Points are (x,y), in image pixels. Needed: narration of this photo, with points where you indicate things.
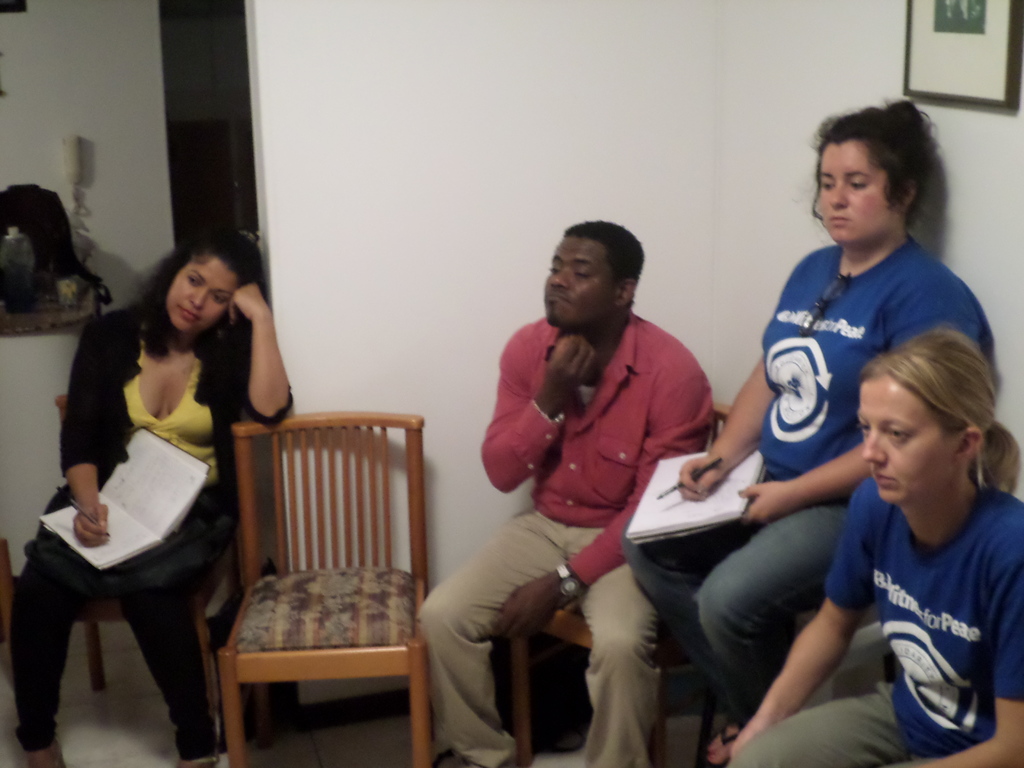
In this picture there are group of people (956,662) those who are sitting on the chairs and there is a photograph (994,19) on the wall (896,23).
